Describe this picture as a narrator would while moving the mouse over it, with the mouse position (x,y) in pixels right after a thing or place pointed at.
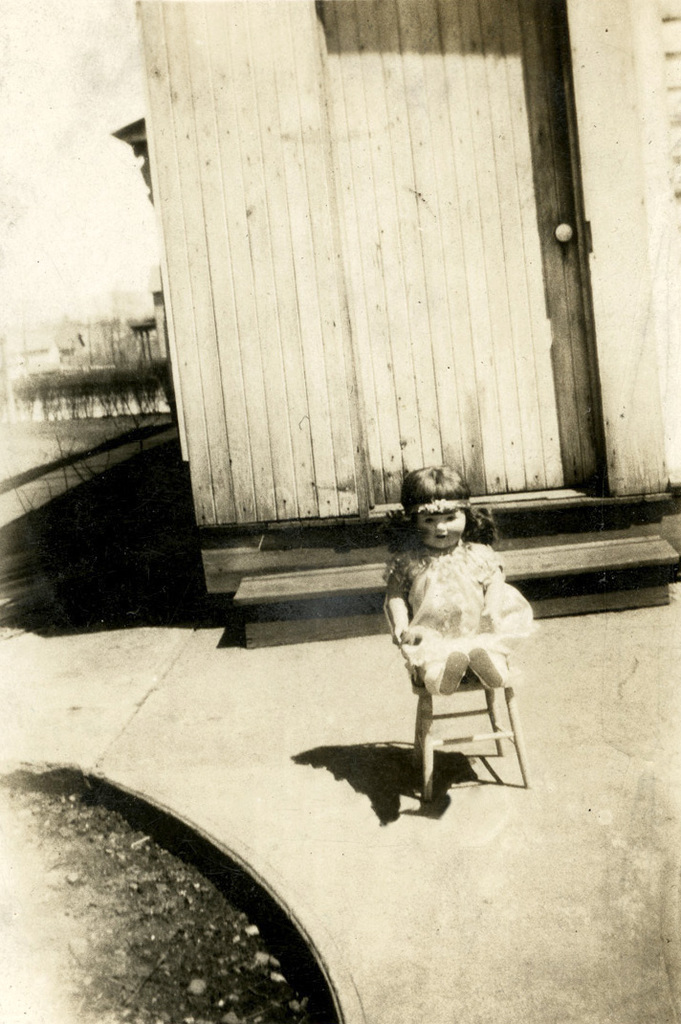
This picture is a black and white image. There are some trees (101,379), some stones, one doll (443,680) on the chair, one small house (680,195) with one door (329,125), some objects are on the surface (79,442) and at the top (51,35) there is the sky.
